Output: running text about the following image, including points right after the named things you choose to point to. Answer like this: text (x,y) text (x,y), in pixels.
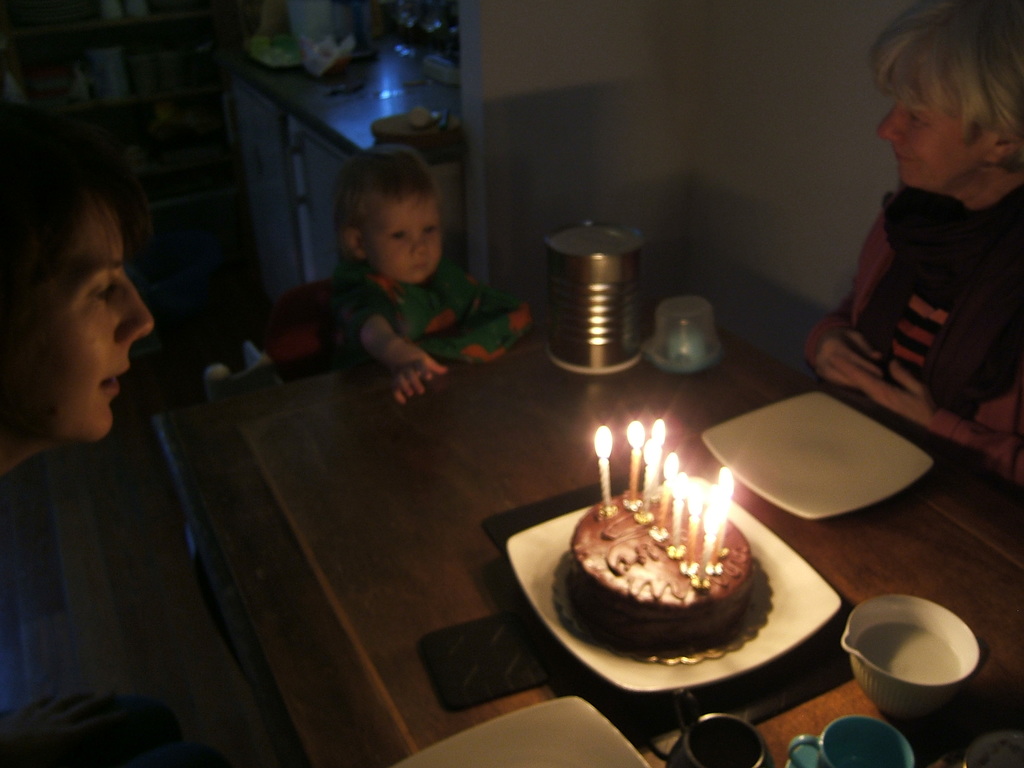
In front of the image there is a table (434,725). On top of the table (999,552) there is a cake (651,584). On top of the cake (657,507) there are candles (706,527). There are plates (498,763), cups (852,754) and a few other objects (546,504). There are people (426,227) sitting on the chairs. At the bottom of the image (127,677) there is a floor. In the background of the image (660,158) there is a wall (698,106). There are a few objects (348,57) on the platform (314,77) and on the racks (127,103). There are cupboards (296,210).
